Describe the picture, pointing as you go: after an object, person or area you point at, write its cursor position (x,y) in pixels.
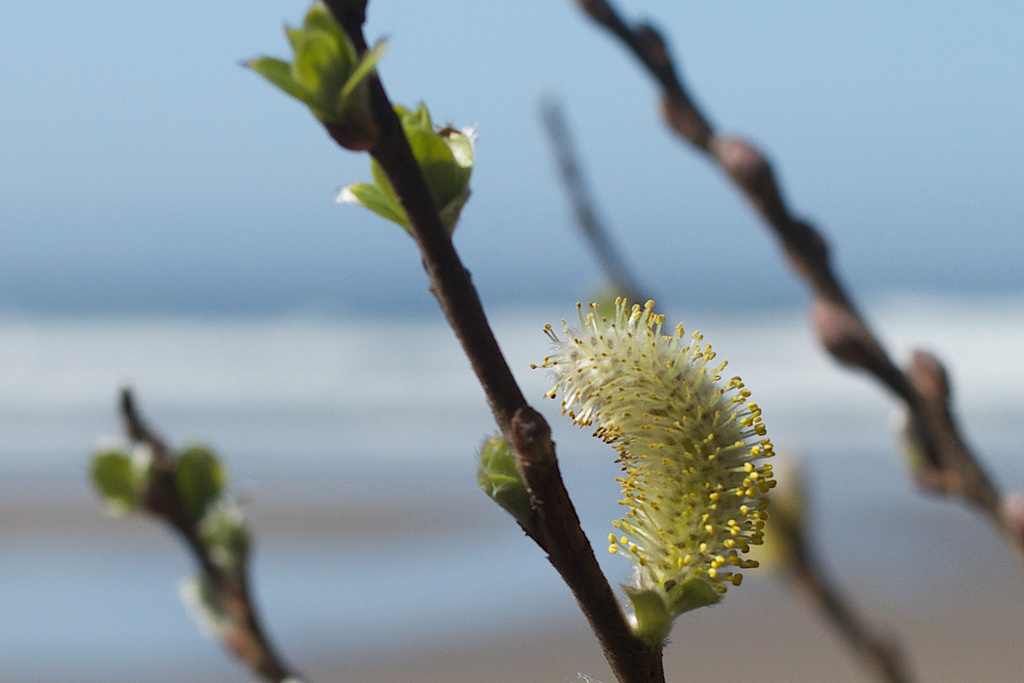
In this picture we can see few plants (774,515) and a flower (659,459), and we can find blurry background (213,233).
